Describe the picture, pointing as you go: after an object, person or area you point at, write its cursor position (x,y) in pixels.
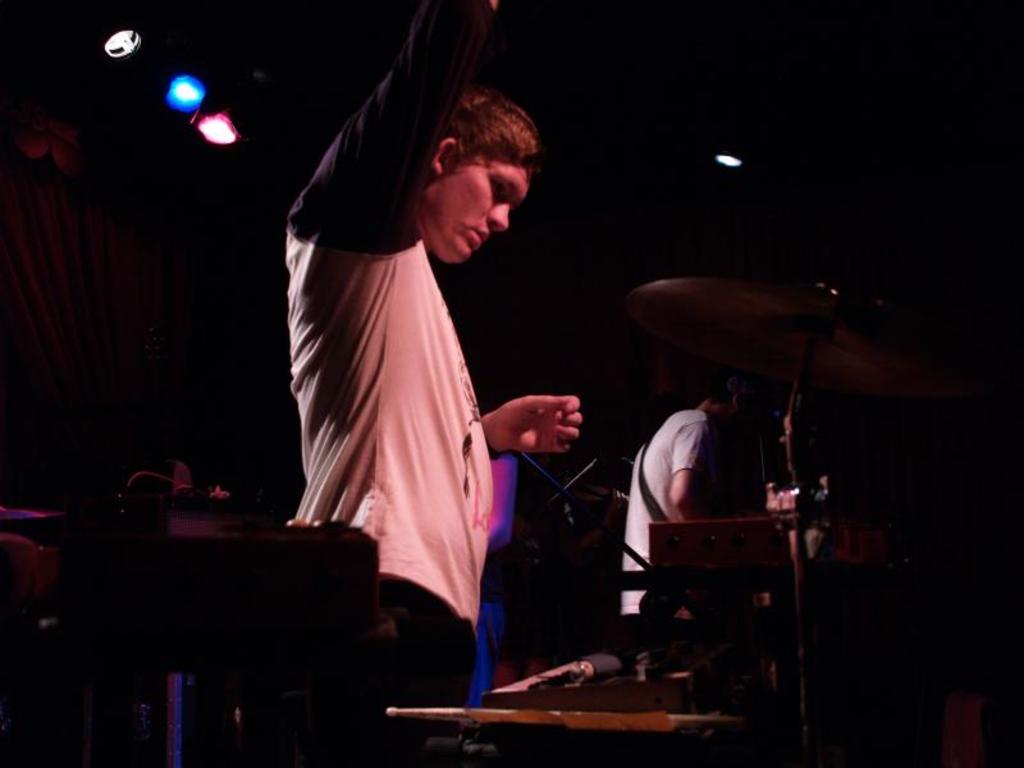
In this image there are some persons (408,501) standing at middle of this image (407,469). There is one other person (645,508) standing at right side of this image (699,461) and there are some drums (739,325) as we can see at bottom of this image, and there are some light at top of this image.
